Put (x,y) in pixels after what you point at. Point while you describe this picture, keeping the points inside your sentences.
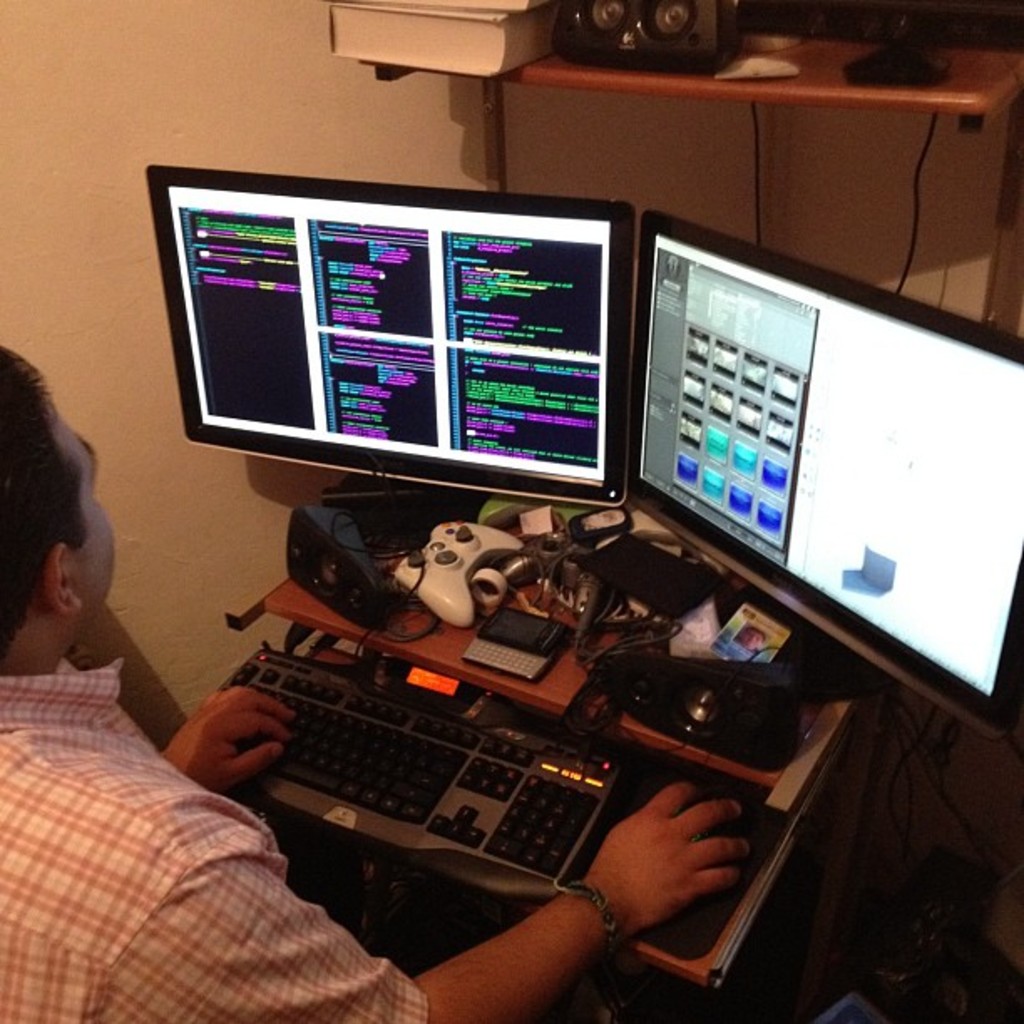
In the center of the image (599,645) we can see a table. On the table (741,829) we can see a keyboard (475,884), mouse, CD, video player game (464,566), screens (922,429) and some other objects (748,629). On the left side of the image (281,967) we can see a man (280,861) is sitting and holding a mouse (716,823) and operating the systems (929,618). In the background of the image (85,257) we can see the wall (73,270), shelf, book (428,49), wire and other objects (577,35).
